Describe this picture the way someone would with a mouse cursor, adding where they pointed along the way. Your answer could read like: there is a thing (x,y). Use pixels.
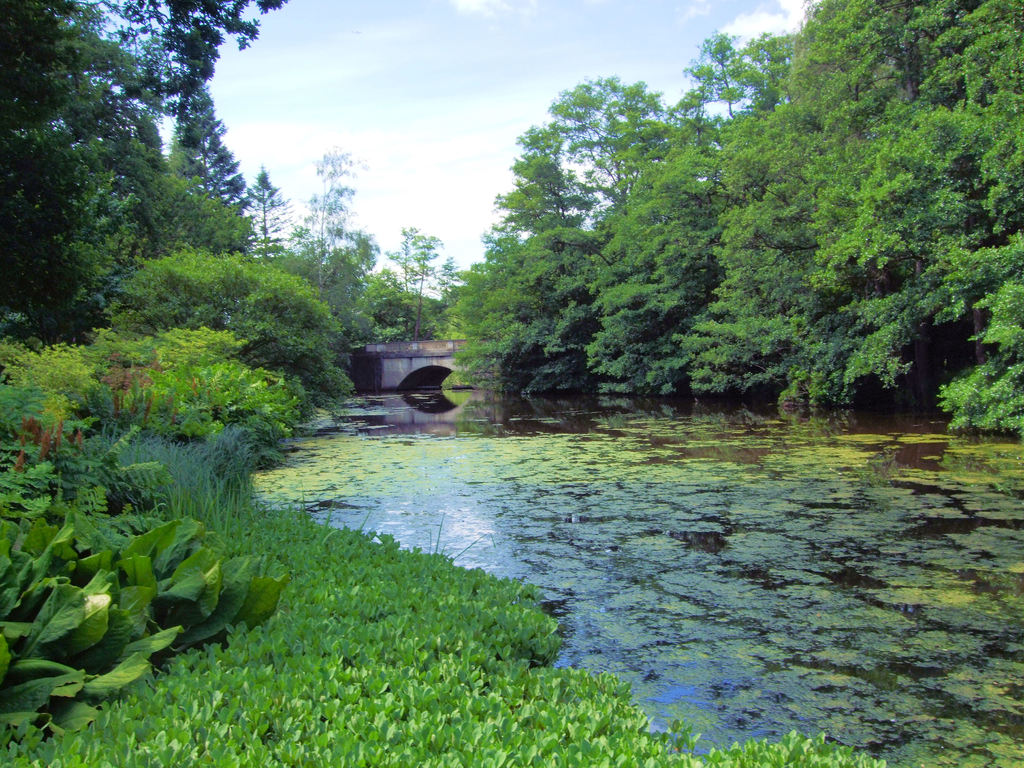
In this image, we can see so many trees (993,218), plants (368,576) and water (617,579) with algae (575,499). Here there is a bridge (438,351). Top of the image (442,104), there is a sky (438,106).
